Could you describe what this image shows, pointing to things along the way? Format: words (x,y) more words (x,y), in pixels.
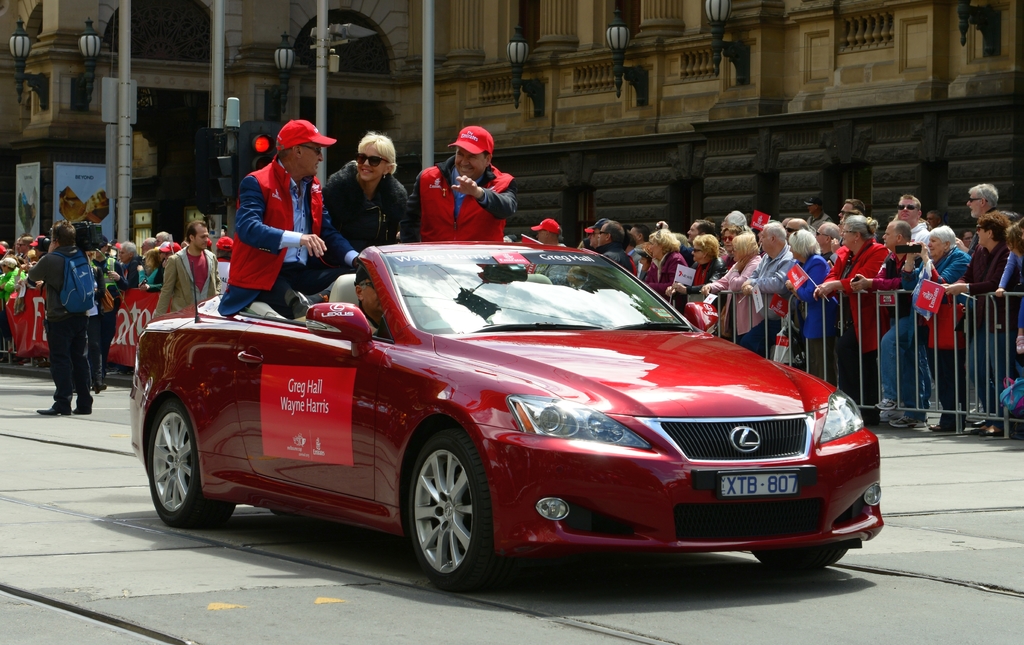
In this image, we can see people (395,172) are riding a car (409,422) on the road (755,635). In the background (54,373), there are banners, people (978,338), barricades (966,369), walls (626,172), poles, lights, traffic signals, railings (855,34) and few objects (77,302). Few people (977,278) are holding some objects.
